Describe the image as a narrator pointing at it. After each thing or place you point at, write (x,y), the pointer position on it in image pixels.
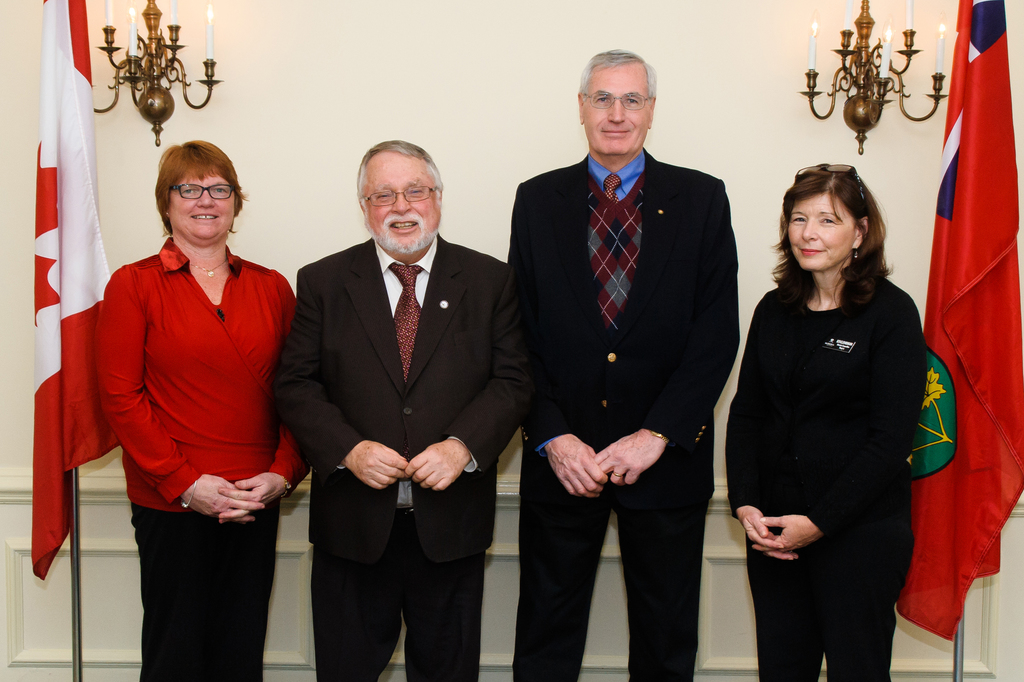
In this image we can see a group of people (807,380) standing. On the left (85,325) and right side of the image (982,188) we can see flags (947,390) on poles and group of candles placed on chandeliers (834,99). At the top of the image (523,24) we can see the wall (498,33).
